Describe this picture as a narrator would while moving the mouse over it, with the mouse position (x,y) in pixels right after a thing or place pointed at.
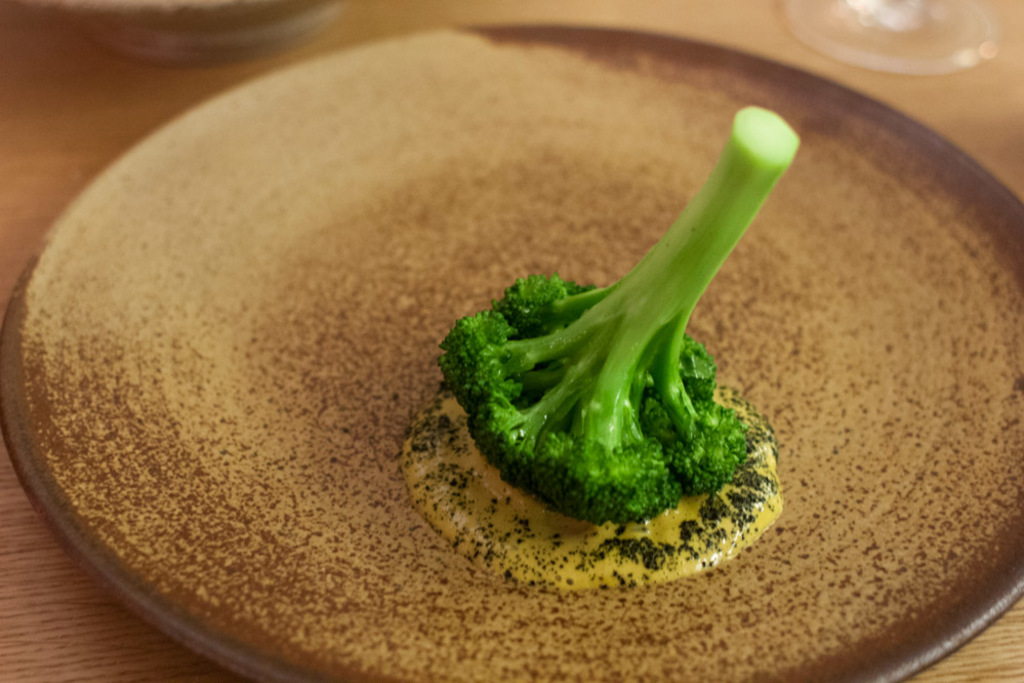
In this image, we can see a broccoli (608,440) on the plate (335,492).
